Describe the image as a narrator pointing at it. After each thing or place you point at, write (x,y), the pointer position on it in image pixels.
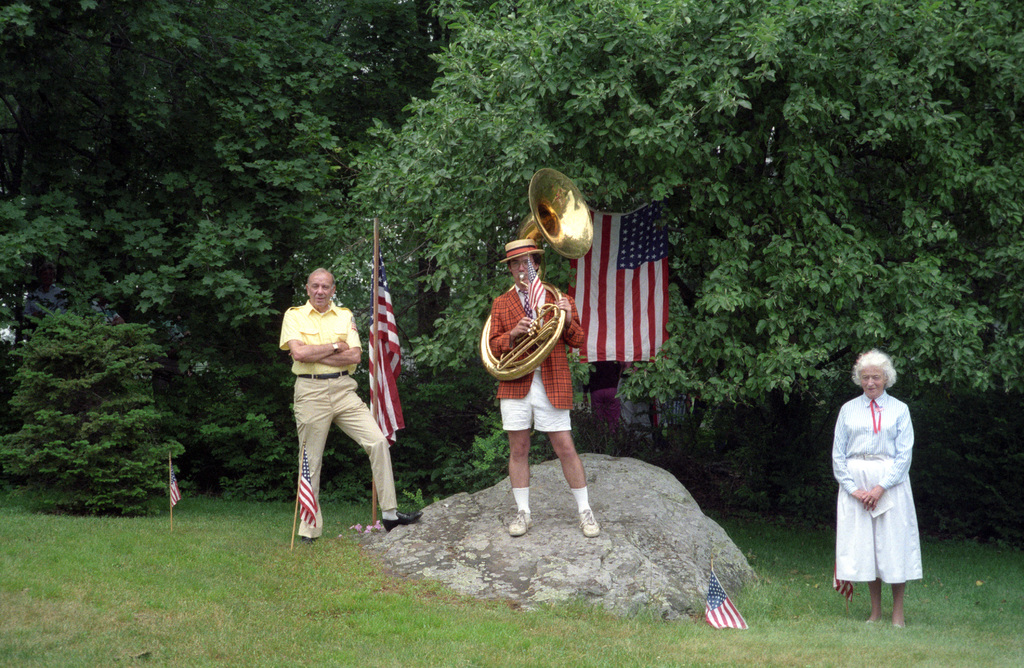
In this image, there is an outside view. In the foreground (866,411), there are three persons (378,438) standing and wearing clothes (514,395). There is a person (528,390) in the middle of the image (546,395) playing a musical instrument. There is a flag (711,589) at the bottom of the image (704,611). In the background (649,305), there are flags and some trees (294,202).
